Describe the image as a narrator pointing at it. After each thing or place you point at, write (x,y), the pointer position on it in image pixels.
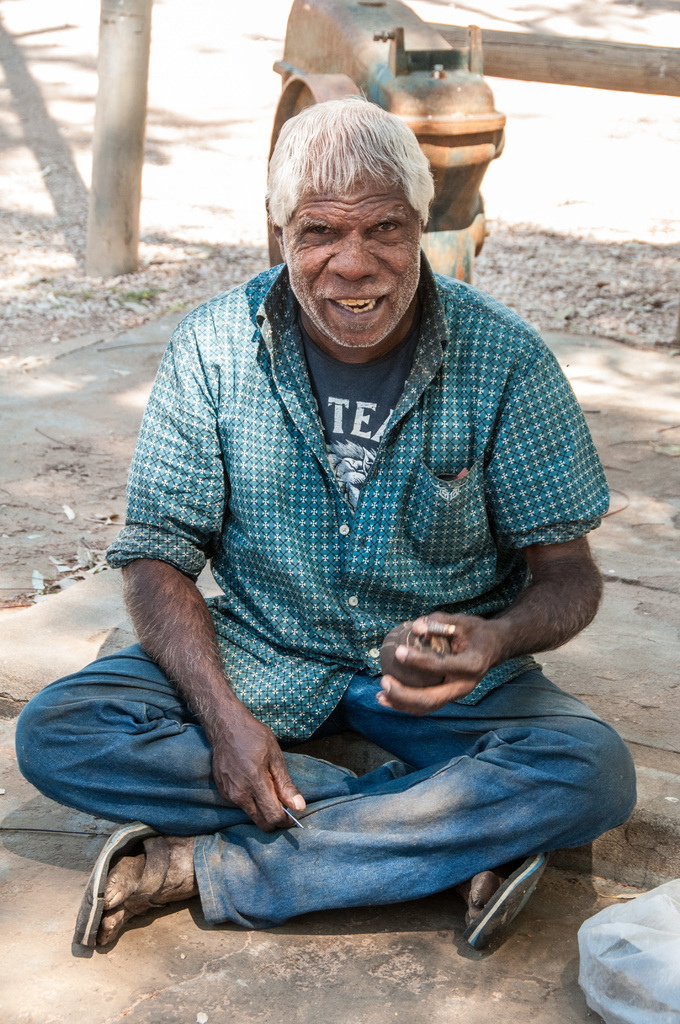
In this image there is a person (362,658) holding an object (402,673) and sitting on the ground (677,702), and in the background (455,146) there is a pole (624,53), machine (353,10).
